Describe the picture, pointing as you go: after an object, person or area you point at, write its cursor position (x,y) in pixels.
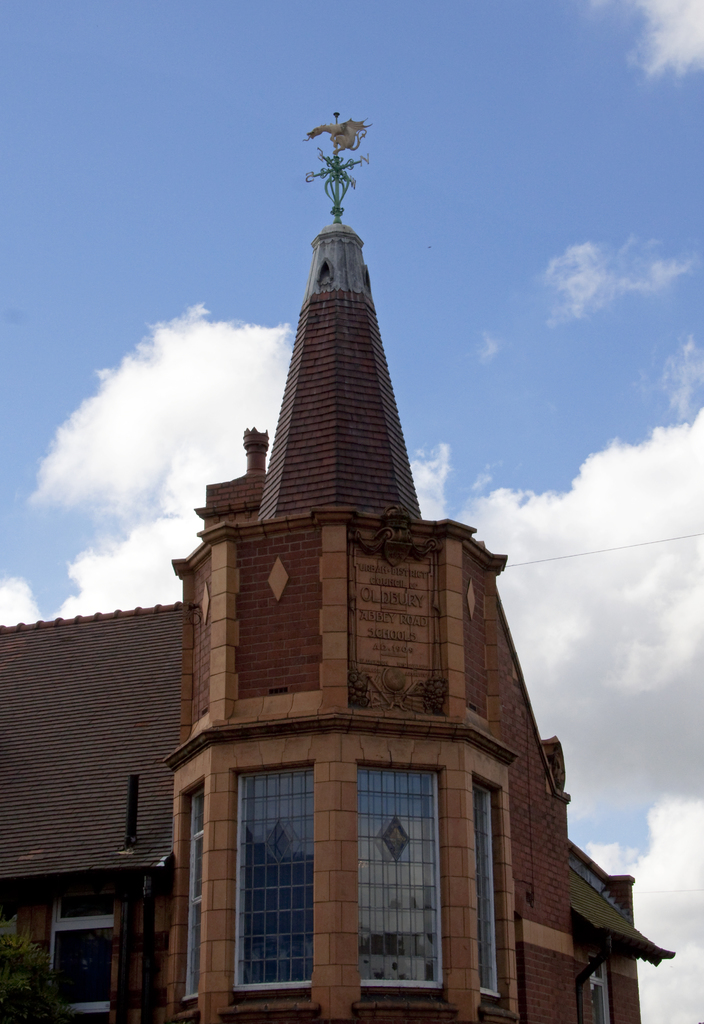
In this image I can see the building (257,725) which is in brown color. In the background (303,196) I can see the clouds (609,672) and the sky (477,128).
